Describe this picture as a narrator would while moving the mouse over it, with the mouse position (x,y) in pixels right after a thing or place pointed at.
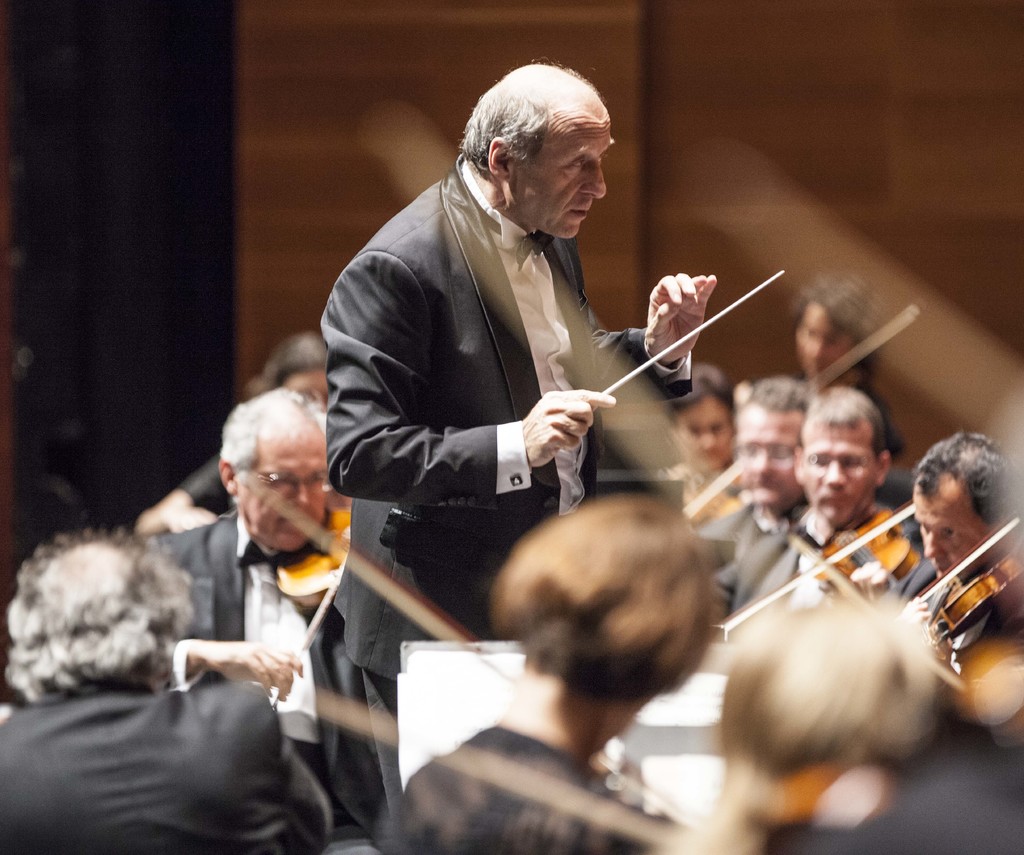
A person (446,415) is standing at the center (473,428) wearing suit (459,436) and holding a stick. People (484,847) are seated and surrounded by him and they are playing violin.
